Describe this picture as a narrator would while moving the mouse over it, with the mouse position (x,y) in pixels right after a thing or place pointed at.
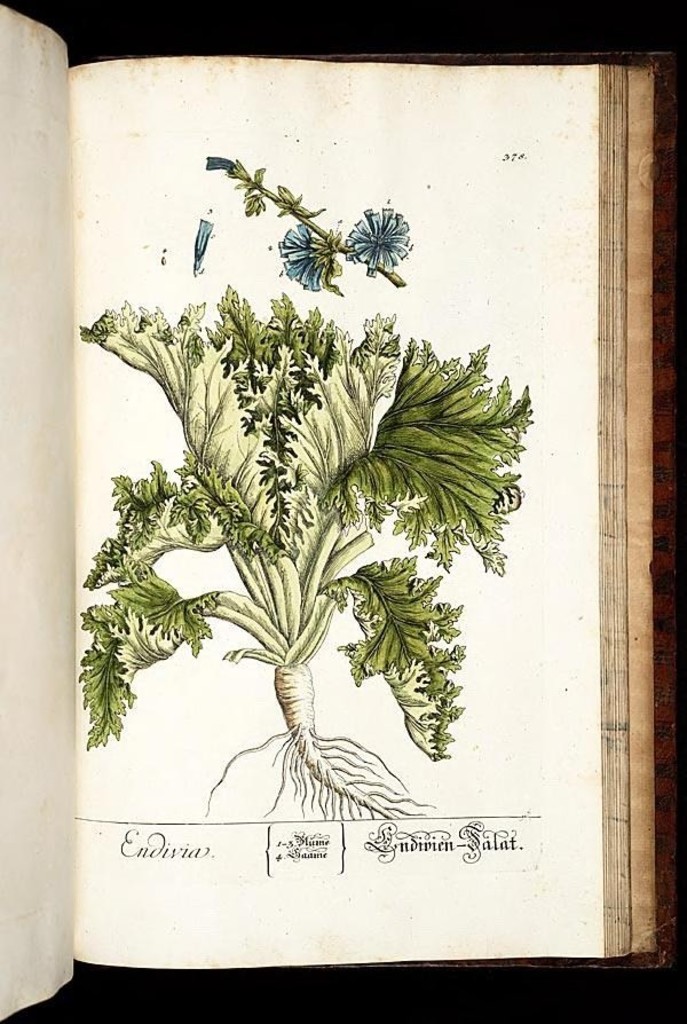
In the center of the image (300,407) we can see painting (189,393) of a plant (228,495) in the book (167,706).
